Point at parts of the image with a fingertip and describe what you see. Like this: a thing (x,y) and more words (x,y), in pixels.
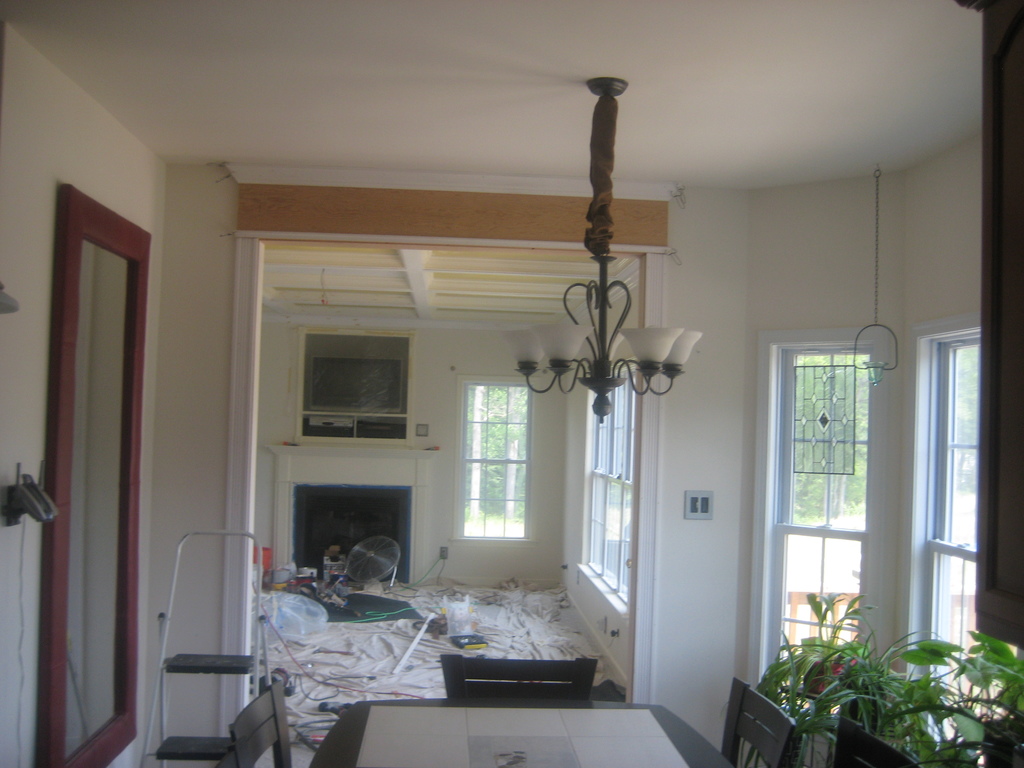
This picture might be taken inside of the house (191,397), in this image in the center (646,380) there is a chandelier (553,351) and on the right side (962,477) there are windows (796,477), plants (939,702). At the bottom (444,707) there is table (544,716) and chairs (248,707), and on the left side (122,443) there is a mirror (112,615), ladder (174,582) and some object (27,504). In the background (606,487) there are windows (625,463), fan (369,561), photo frame (410,412), wires (295,662) and some other objects (341,604). At the top (303,104) there is ceiling (459,111), and through the windows (829,425) we could see some trees (836,448) and chairs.
